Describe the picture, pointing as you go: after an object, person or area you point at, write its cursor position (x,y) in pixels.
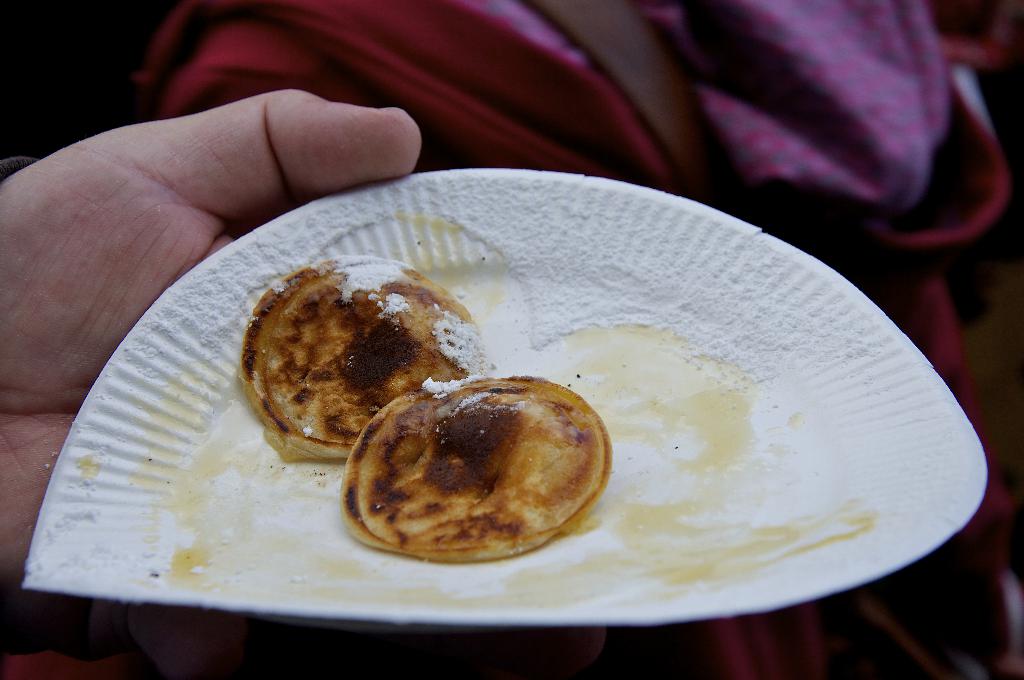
In this image we can see a person's hand (167,180) holding a plate (47,524) in which pickert (413,513) is there. In the background (546,84) the image is in a blur.
